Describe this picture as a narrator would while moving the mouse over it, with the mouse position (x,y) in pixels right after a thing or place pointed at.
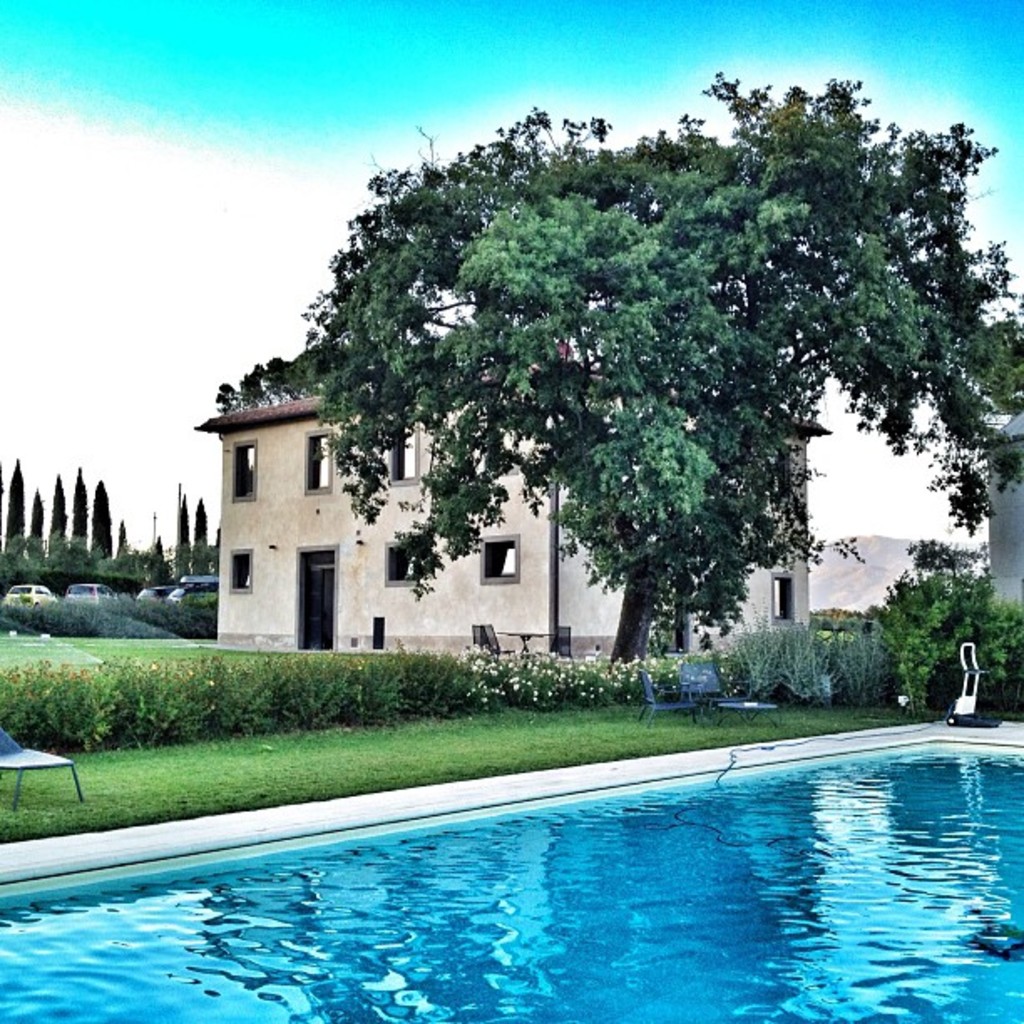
In the center of the image (387,490) there is a building (537,618). On the left (85,598) there are cars (72,593) and we can see trees (849,362). At the bottom (808,809) there is a swimming pool (643,958). There are bushes (710,657). In the background (824,577) there is a hill (894,546) and sky (858,452). We can see a table (756,702) and chairs (699,683).
